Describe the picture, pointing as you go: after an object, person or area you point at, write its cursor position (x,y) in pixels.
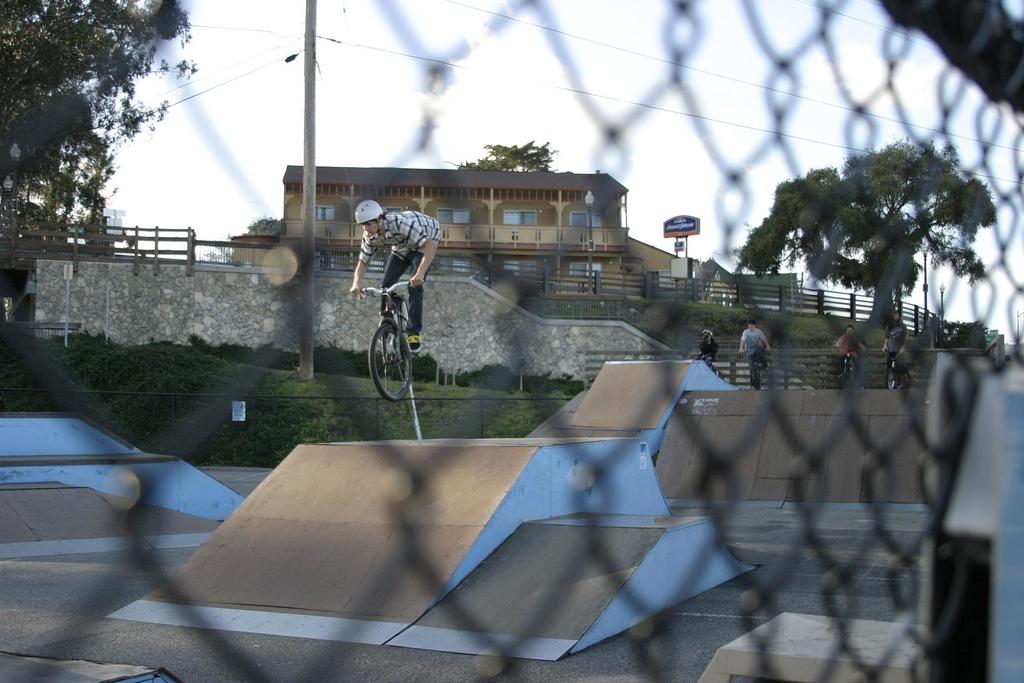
In the picture we can see a fencing (1018,71) from it we can see a some slopes (552,609) of bicycle riding and on it we can see a man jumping with bicycle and he is with white color helmet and behind him we can see a grass slope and on it we can see a pole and beside it we can see a tree (23,63) and a wall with railing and far away from it we can see a house (320,179) and behind it we can see a sky (475,112).
